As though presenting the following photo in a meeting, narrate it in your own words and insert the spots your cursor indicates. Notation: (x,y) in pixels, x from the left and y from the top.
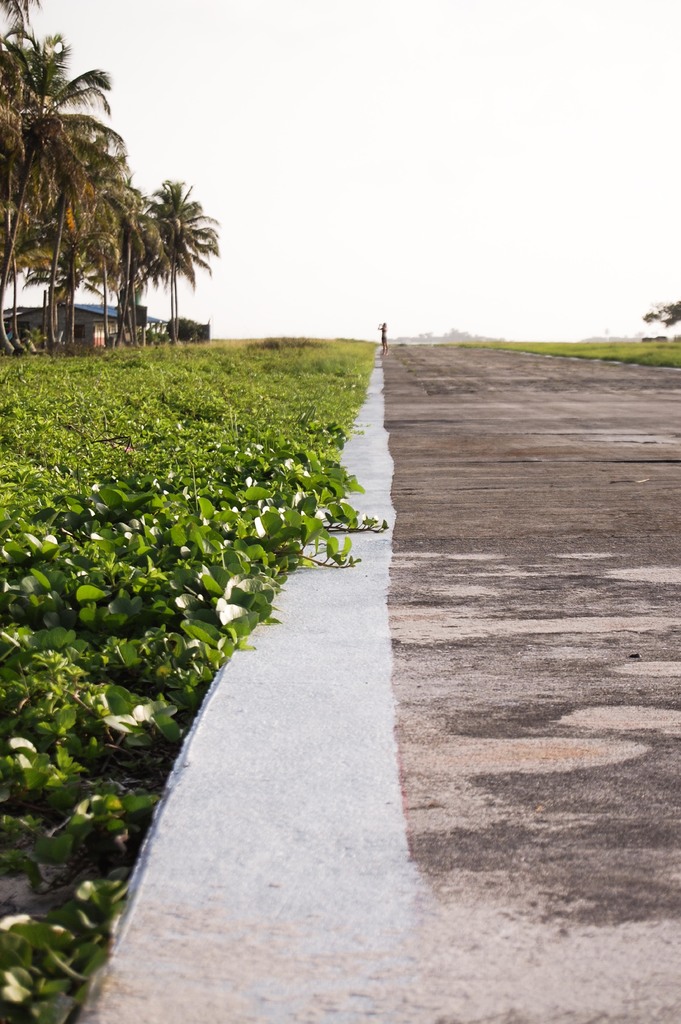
On the right side (637,671) there is a path (538,658), on the left side (144,628) there are plants (233,395) and trees (53,228), in the background (236,333) it is white.
